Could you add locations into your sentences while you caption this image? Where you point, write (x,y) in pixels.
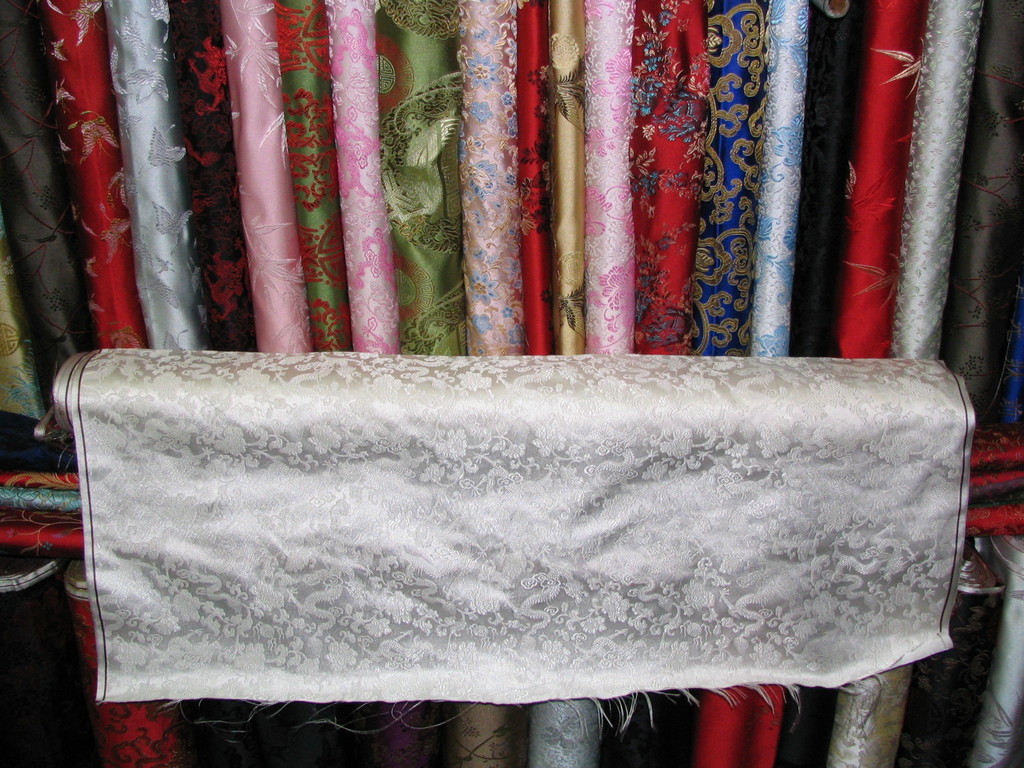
Here in this picture in the middle (363,391) we can see a cloth roll (384,444) present and behind that also we can see number of different types of cloth rolls (522,88) present.
